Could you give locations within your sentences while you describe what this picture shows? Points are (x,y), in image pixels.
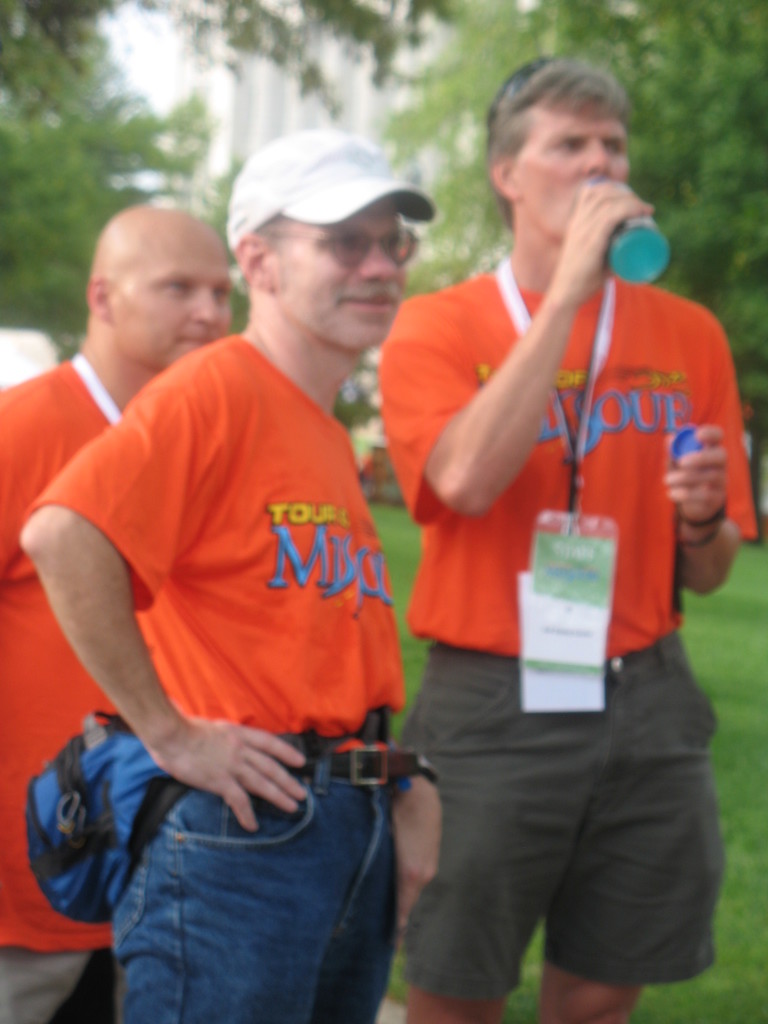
In this picture I can see there are three men (293,570) standing and they are wearing orange color shirts (165,462), the person (383,791) at the center (356,342) is wearing a cap (326,185). The person (688,391) at the right side (615,457) is holding a bottle (634,253) and there is some grass (387,528) on the floor (414,564), there are trees (70,226) in the backdrop (42,276).
